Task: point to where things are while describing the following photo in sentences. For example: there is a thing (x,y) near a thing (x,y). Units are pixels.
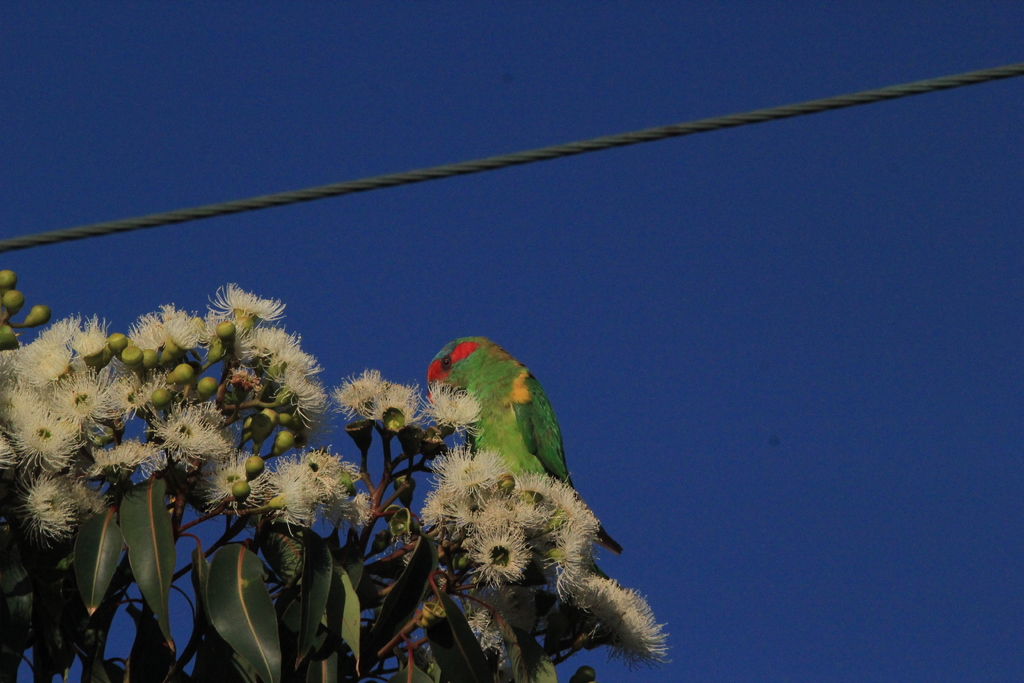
In this picture we can see a bird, leaves (148,490), buds (122,345), flowers (327,514), stems (506,625) and wire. In the background of the image (822,378) we can see the sky (771,409) in blue color.
